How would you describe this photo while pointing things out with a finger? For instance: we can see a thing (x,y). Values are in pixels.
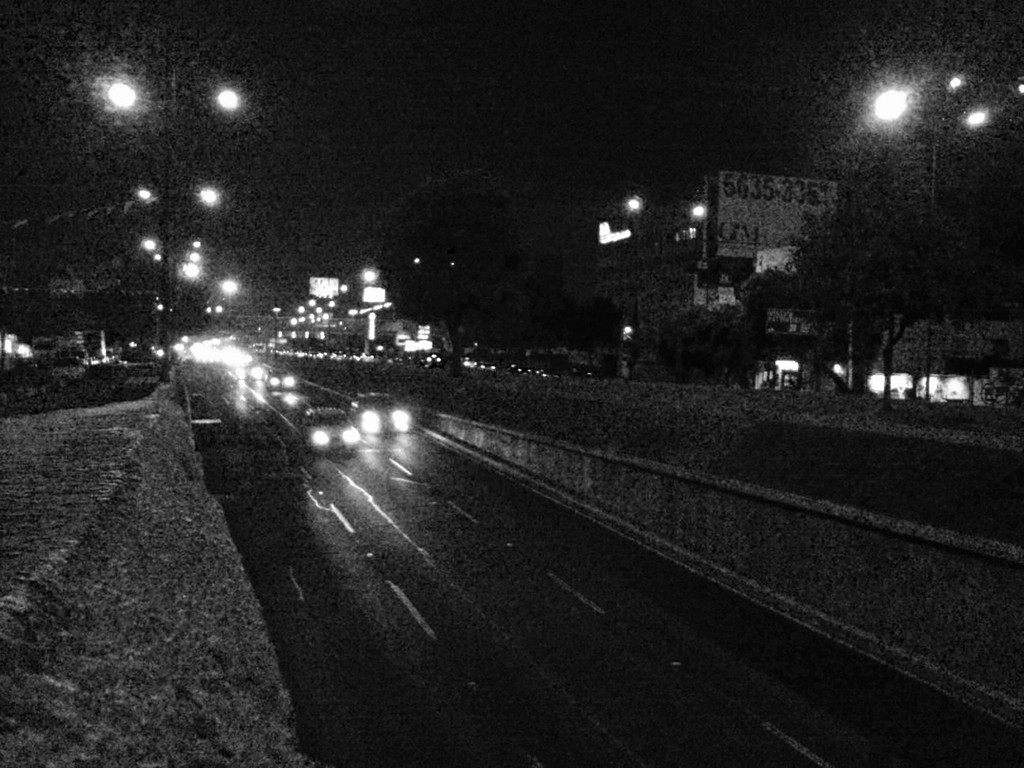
In this image I can see road (292,525) and on it I can see few vehicles (211,344). I can also see few poles (168,321), few street lights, few trees (826,266) and a board (822,196). On this board (747,216) I can see something is written and I can see this image is black and white in colour.
